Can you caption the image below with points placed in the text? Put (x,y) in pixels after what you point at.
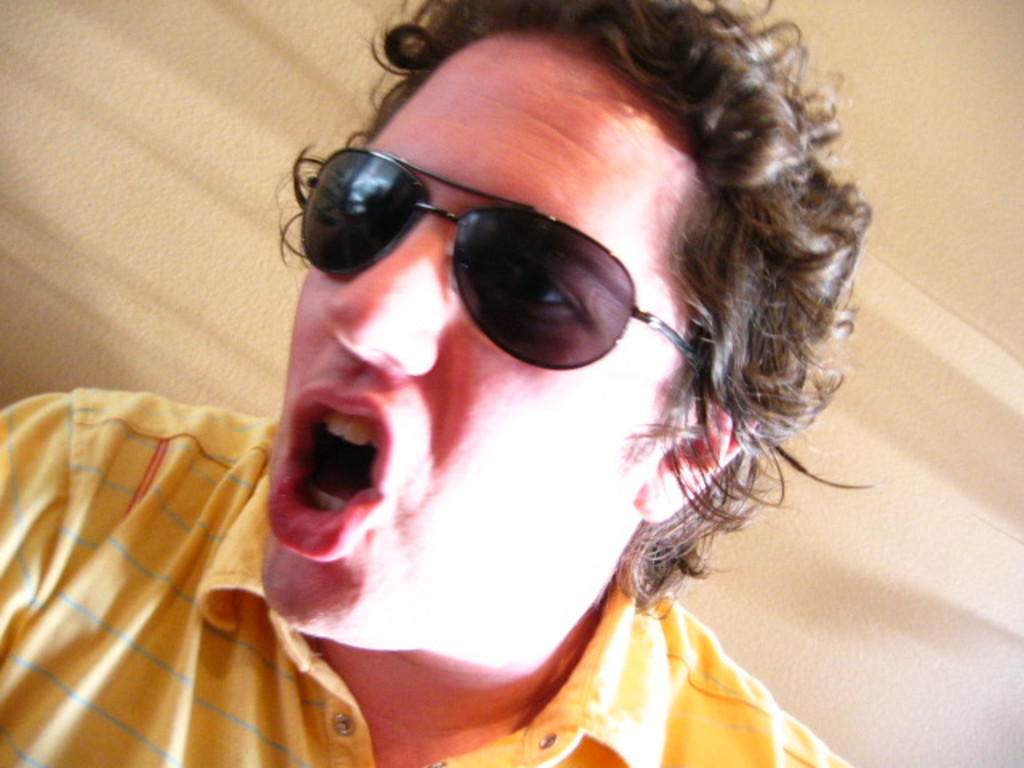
In this image we can see this person (662,630) wearing yellow T-shirt (177,593) and glasses (518,317) has opened his mouth (299,522). In the background (869,174), we can see a wall (150,351) which is in cream color.
